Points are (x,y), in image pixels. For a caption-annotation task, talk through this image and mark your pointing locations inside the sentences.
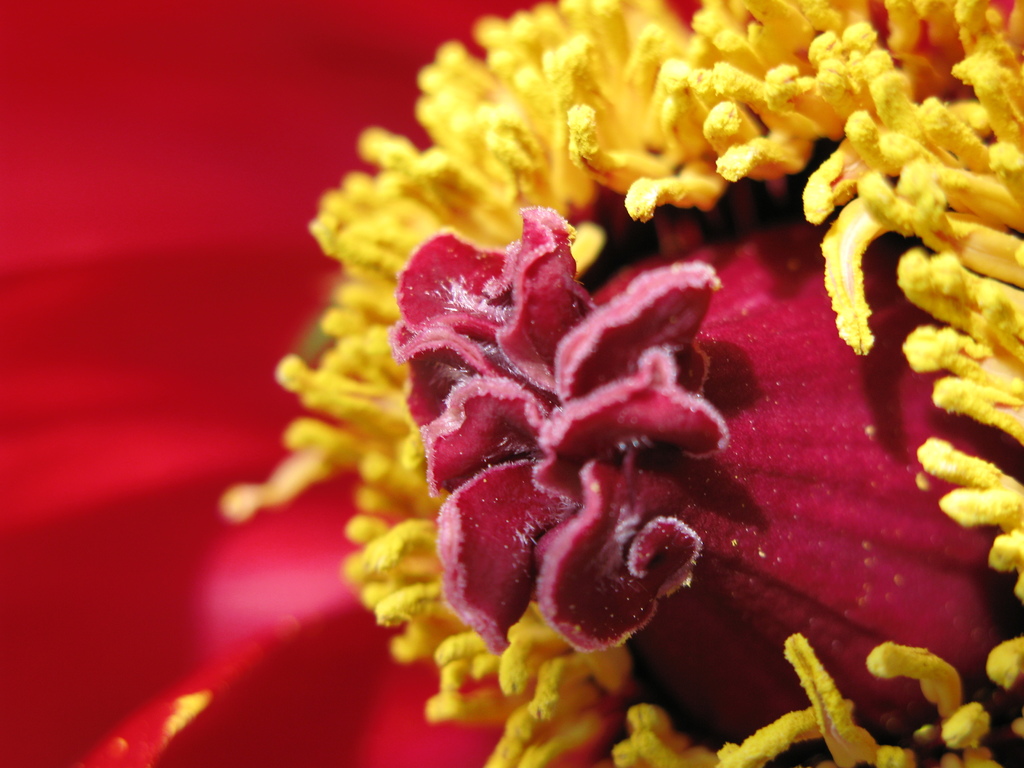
In this image there is a flower (621,490) truncated.
